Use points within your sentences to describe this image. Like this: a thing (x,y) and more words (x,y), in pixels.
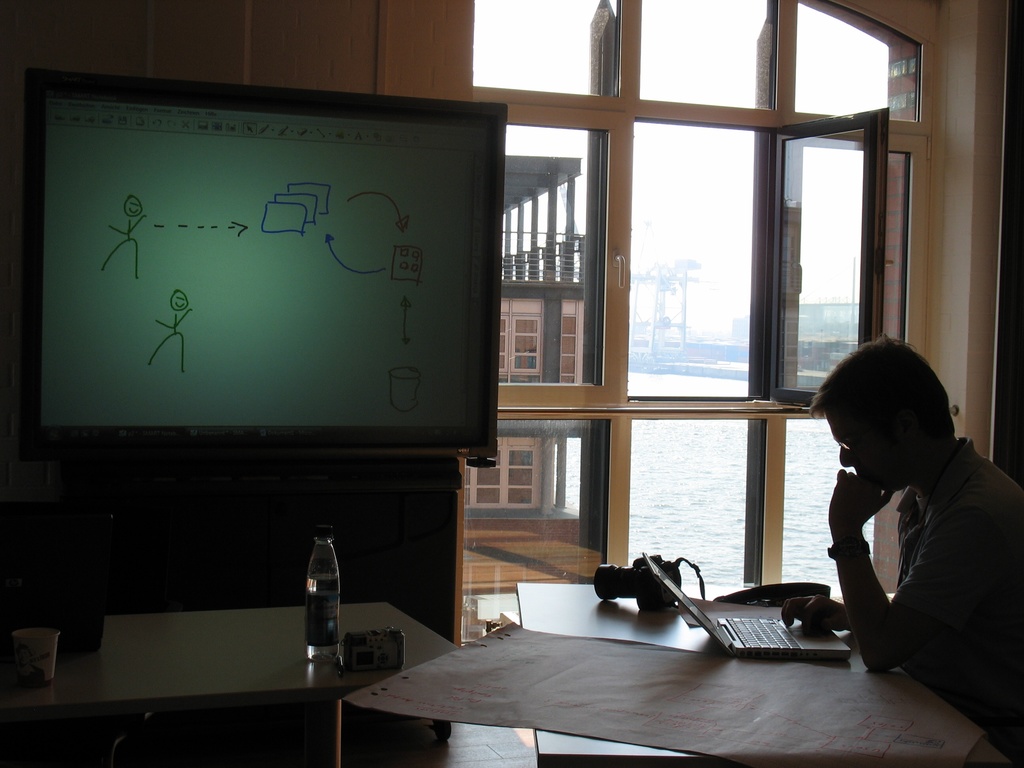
This person (923,459) is sitting on a chair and working on his laptop (782,639). On this table (693,683) there is a chart (704,686), camera (648,592) and laptop (772,630). A screen (335,305) is attached to the wall (355,63). In-front of this screen (241,326) there is a table (108,709), on this table (149,661) there is a laptop (69,571), cup (25,638), camera (371,645) and bottle (329,621) with water (332,576). From this window (695,425) we can able to see fresh water river (682,483), building (530,471) with window (518,481).
